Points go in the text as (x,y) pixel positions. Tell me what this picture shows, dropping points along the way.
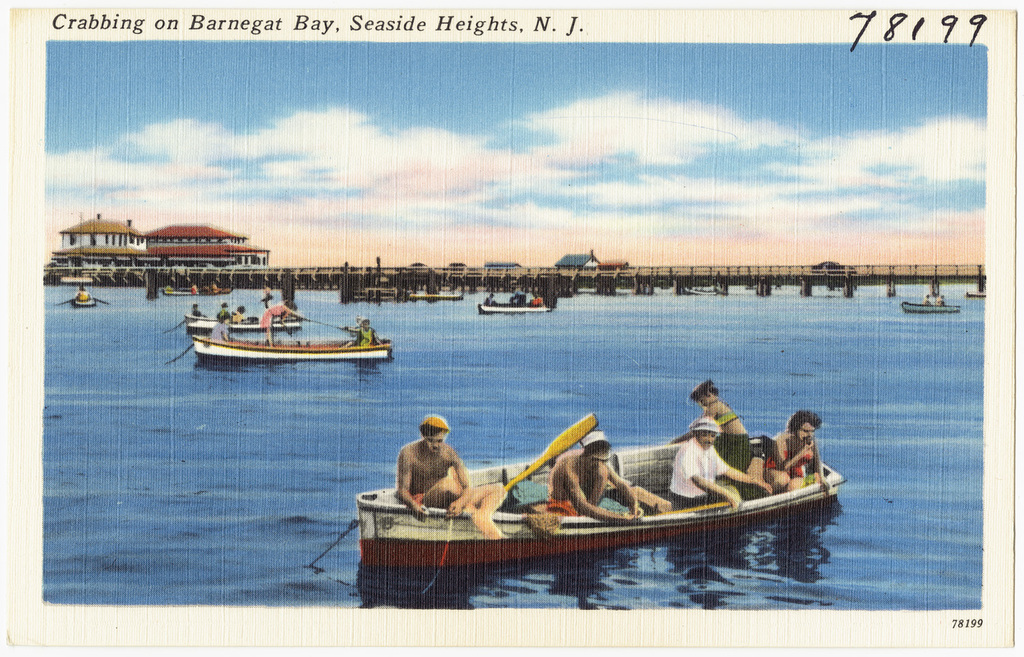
This is a printed picture and we see few boats (242,343) in the water (185,415) and a bridge (495,270) and few houses (73,252) and a blue cloudy sky (487,172) and we see text (74,18) on the top of the picture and numbers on the right corner (851,51).
